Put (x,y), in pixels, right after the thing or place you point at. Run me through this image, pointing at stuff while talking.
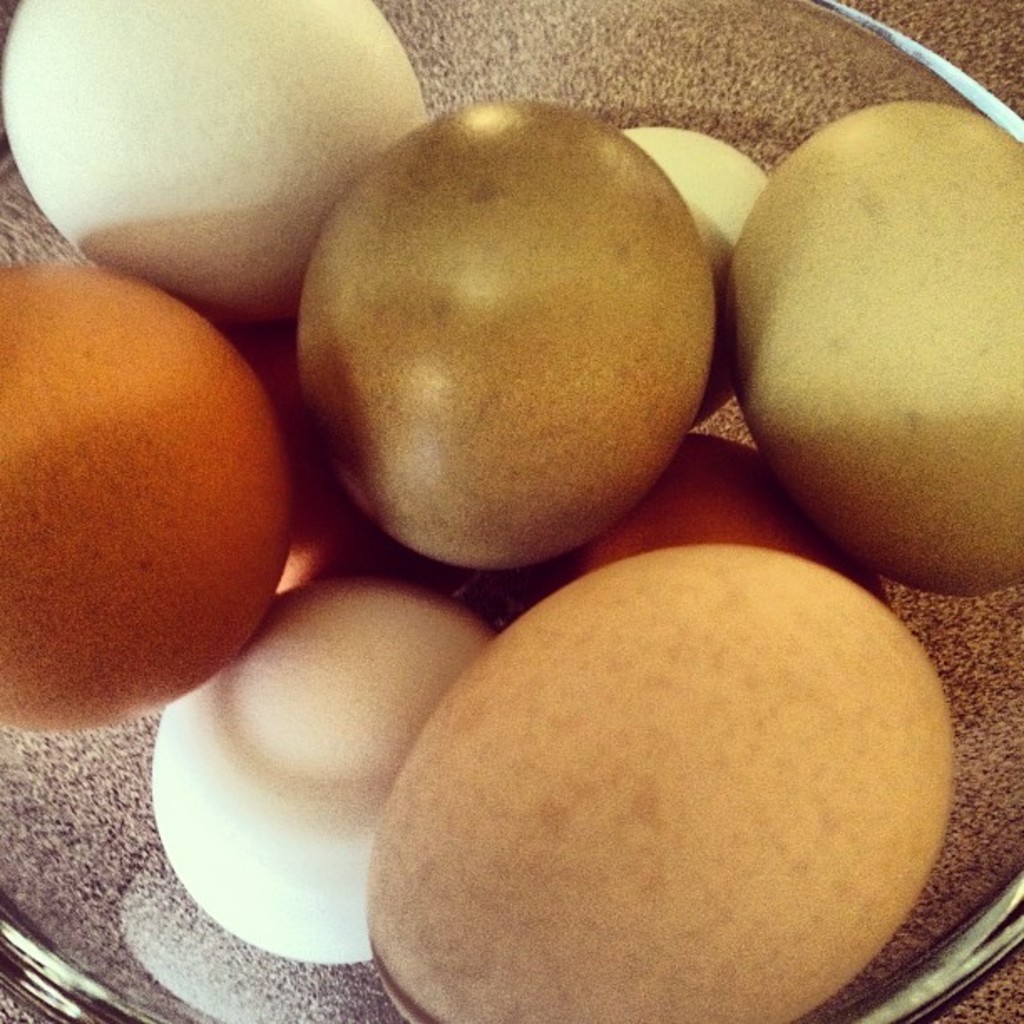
In this image we can see some eggs (318,424) in a bowl (131,884).
